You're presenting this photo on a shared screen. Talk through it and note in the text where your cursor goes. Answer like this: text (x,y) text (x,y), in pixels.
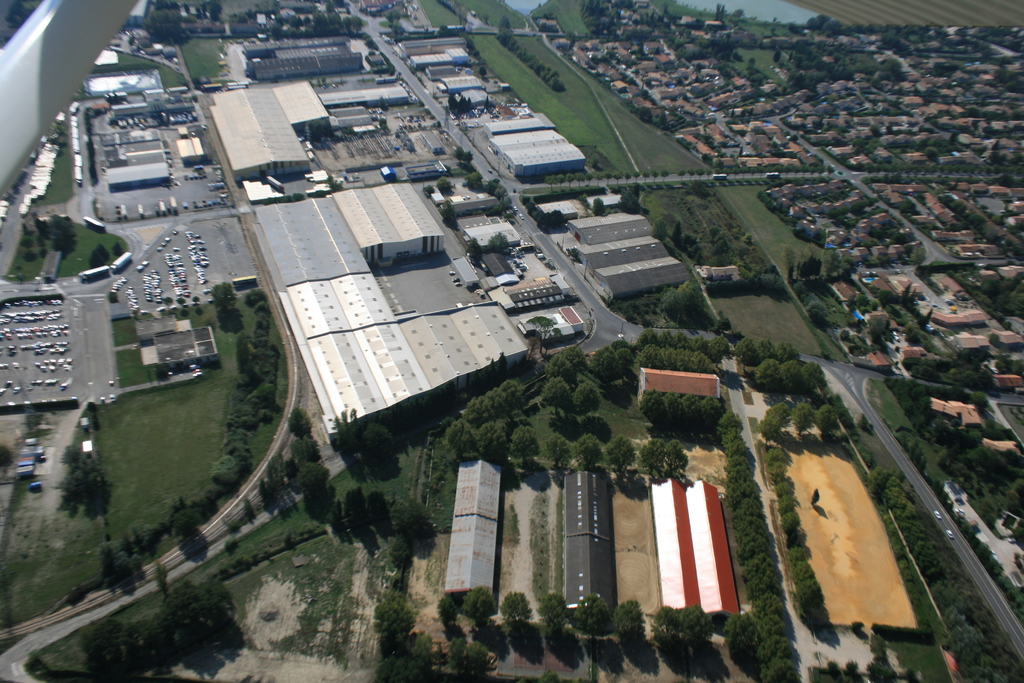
In this image I can see there are buildings (312,332), trees (265,363) and vehicles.
